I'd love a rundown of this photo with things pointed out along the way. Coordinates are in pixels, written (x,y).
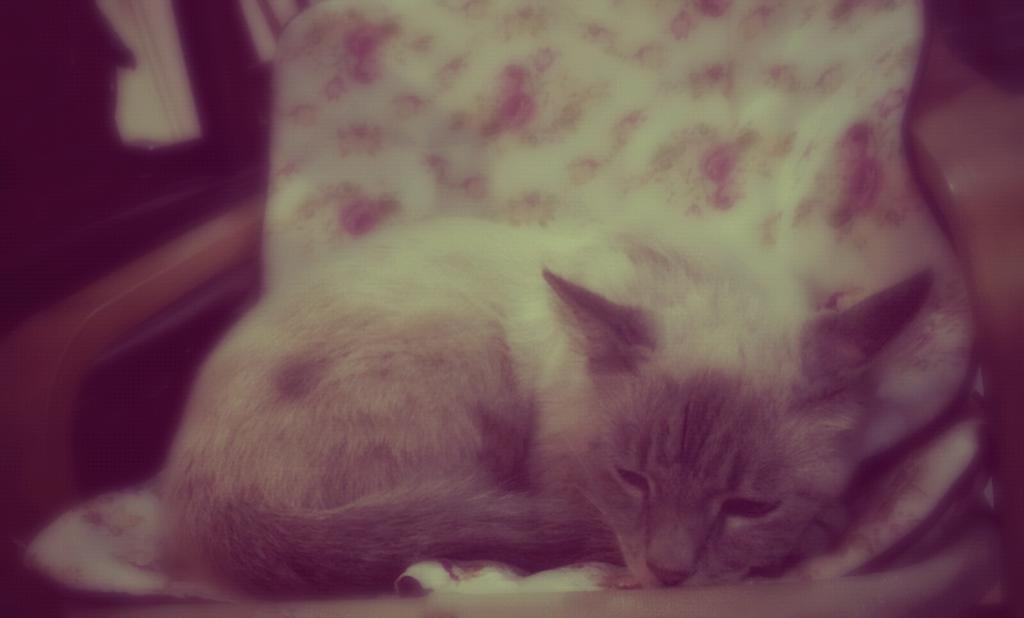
In this picture I can see a cat (235,498) sitting on the chair (324,599), and there is blur background (39,84).
